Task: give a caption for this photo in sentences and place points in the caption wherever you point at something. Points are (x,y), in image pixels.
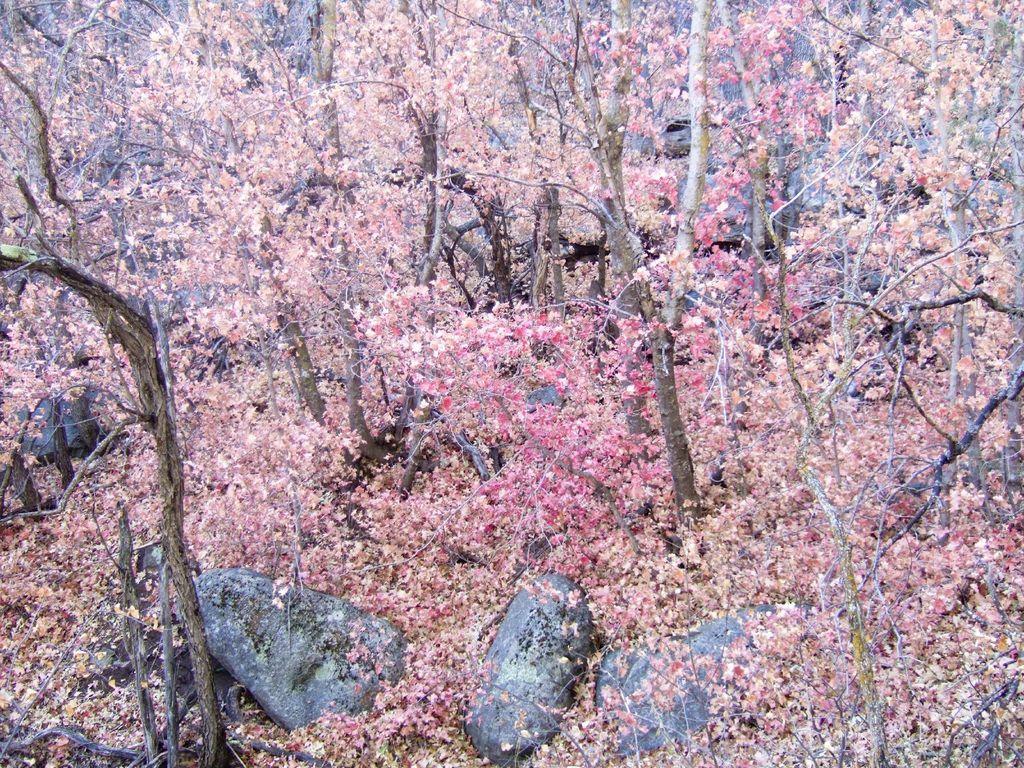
In this image there are trees (557,234) with the small leaves (314,160). On the ground (569,536) there are so many leaves (666,539) which are on the ground (777,552). At the bottom (527,617) there are stones (376,642).
